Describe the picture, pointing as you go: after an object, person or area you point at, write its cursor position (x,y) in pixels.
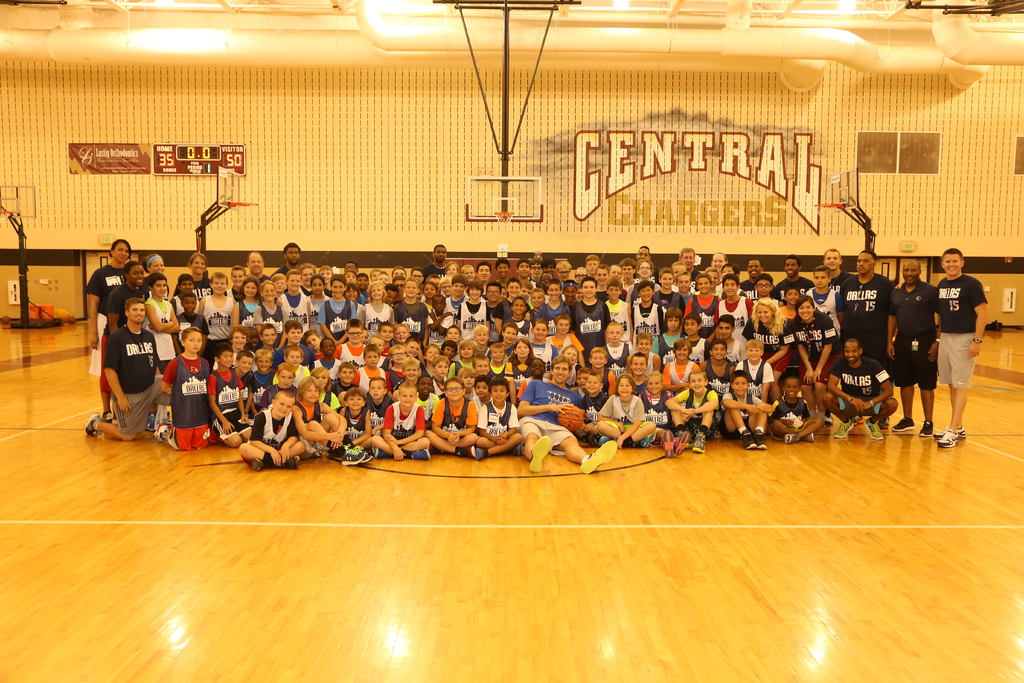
In the image in the center (525,295), we can see a few people (906,283) are standing and few people (552,397) are sitting. And they are smiling, which we can see on their faces (481,339). In the background (68,169) there is a wall (133,249), roof (174,24), lights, poles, banners (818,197) and a few other objects (405,60).
